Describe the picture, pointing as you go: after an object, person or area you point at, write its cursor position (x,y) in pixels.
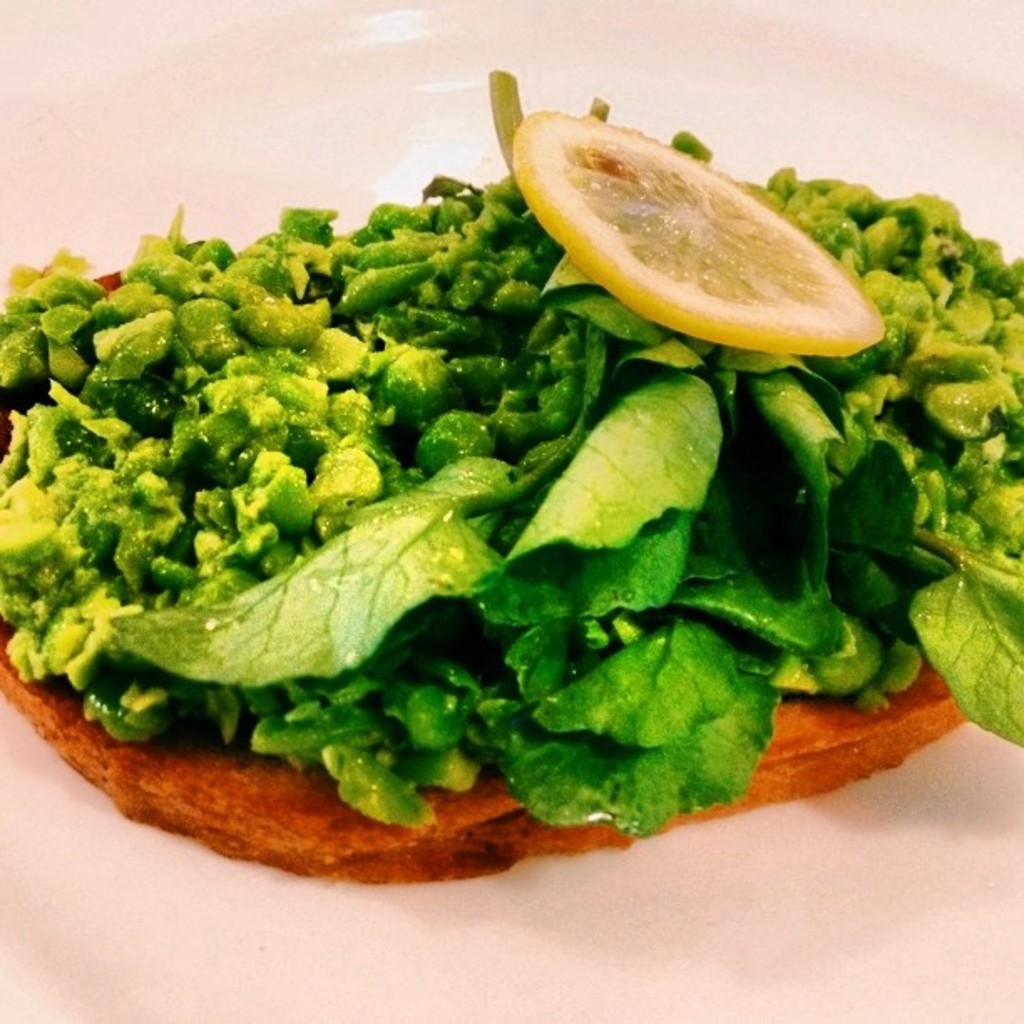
It is a zoomed in picture of food item (551,503) placed on a white surface (617,916).
